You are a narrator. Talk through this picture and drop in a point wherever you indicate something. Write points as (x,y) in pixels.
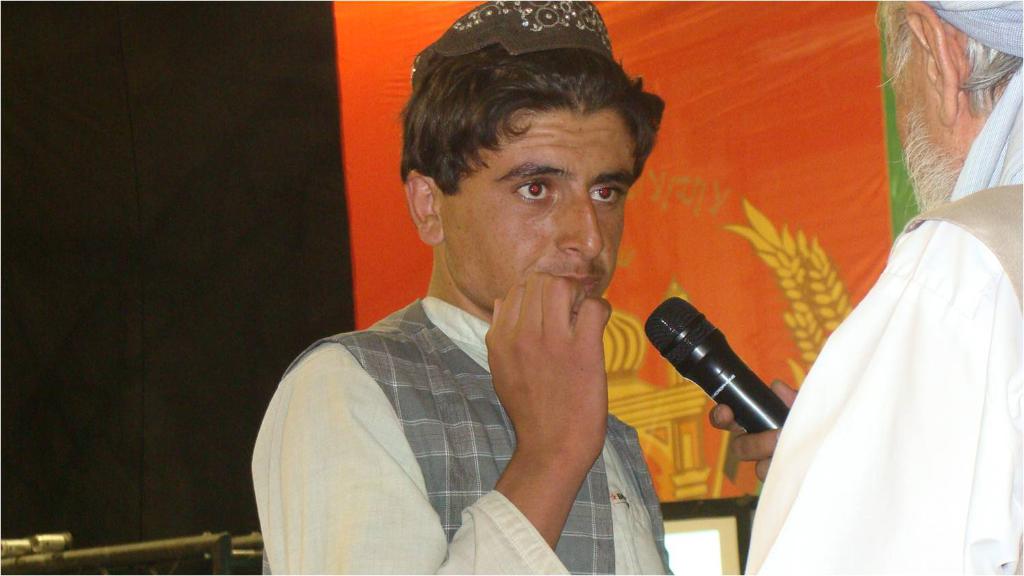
In this image there are two persons (586,288). At the right side of the image (860,368) there is a person (987,177) holding microphone (741,384) and at the middle of the image (436,292) there is a person (493,315) standing and at the background of the image (25,88) there is a red color and black color sheets (382,166).
